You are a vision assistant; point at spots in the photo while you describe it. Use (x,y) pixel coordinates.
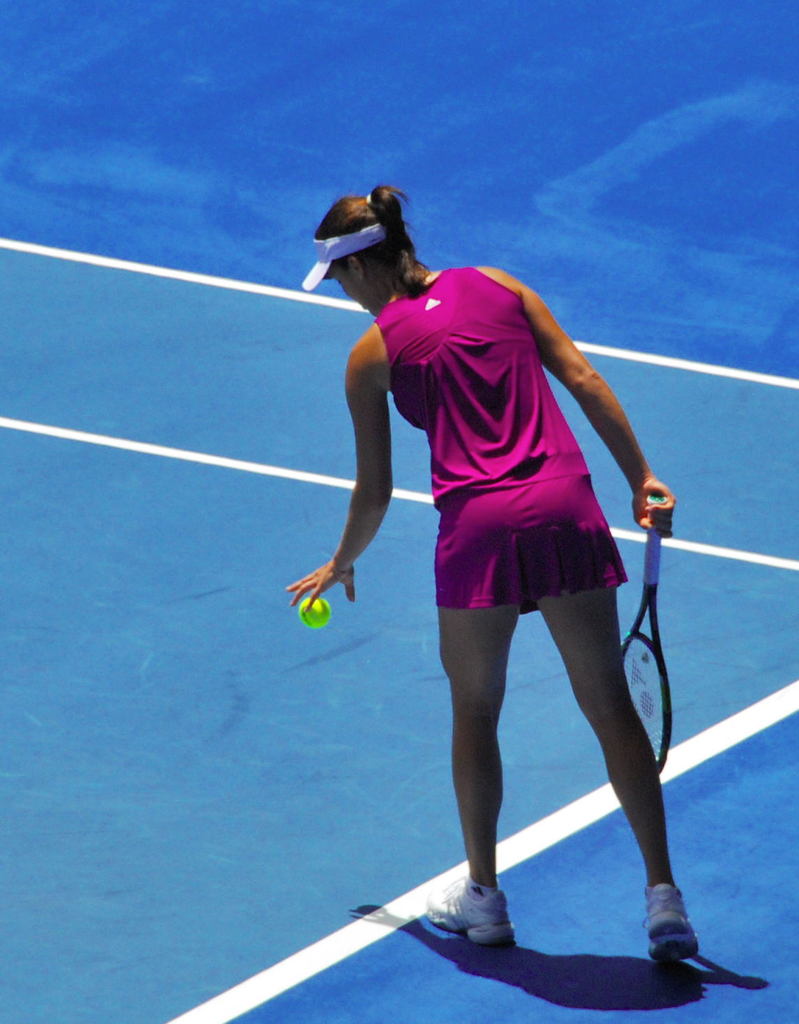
in this image the woman (454,699) is playing the tennis and wearing some pink color skirt (499,503) and shirt (477,375) and hat (349,250) and shoes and the background (34,73) is very sunny.
